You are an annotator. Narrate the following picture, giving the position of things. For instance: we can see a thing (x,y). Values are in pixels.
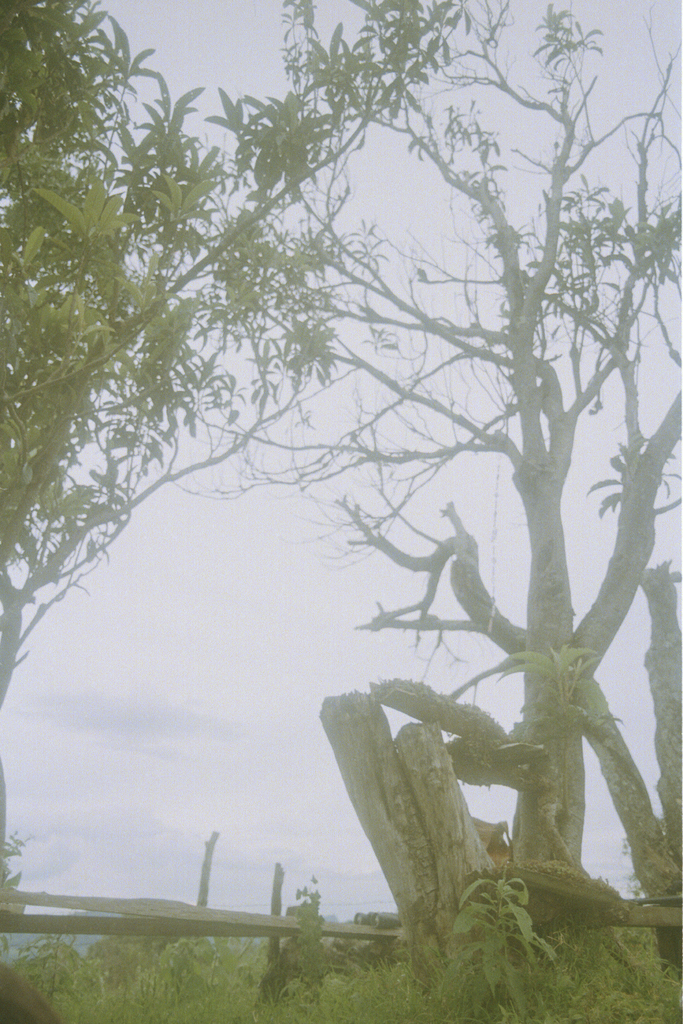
In this image, we can see trees (104,225) and there is a fence (160,914). At the bottom (322,979), there is grass (375,969) and at the top (216,58), there is sky (191,55).
